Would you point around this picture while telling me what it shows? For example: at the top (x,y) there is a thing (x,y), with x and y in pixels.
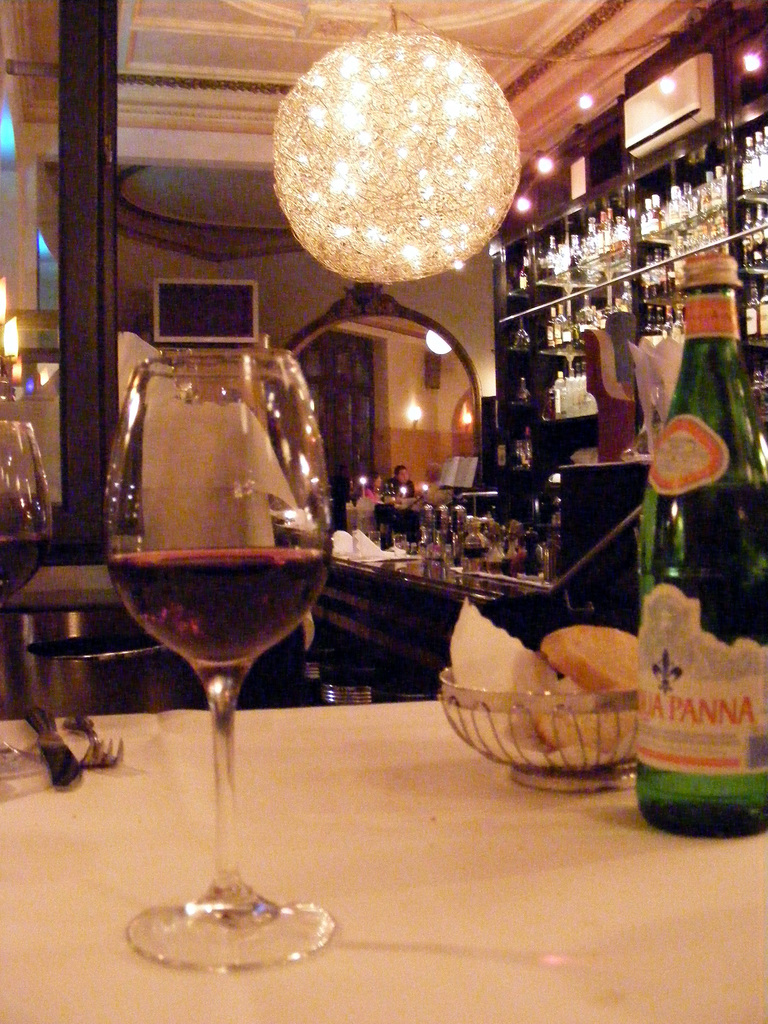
In this image I can see the water bottle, glasses (190,545) and many objects (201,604) are on the table (478,928). To the right (533,398) I can see the wine rack (612,260). In the background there are two people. I can also see the lights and also chandelier light (397,155) in the top (336,270).
